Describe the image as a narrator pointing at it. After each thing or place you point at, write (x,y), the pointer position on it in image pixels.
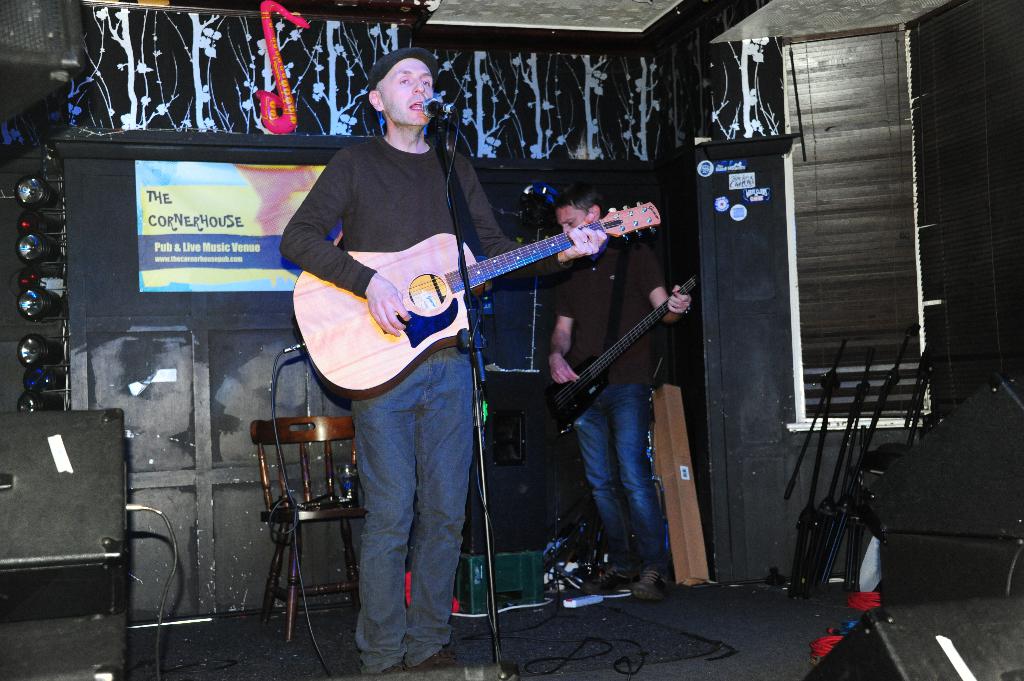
In the image we can see there are men (629,456) who are standing and holding guitar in their hands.
